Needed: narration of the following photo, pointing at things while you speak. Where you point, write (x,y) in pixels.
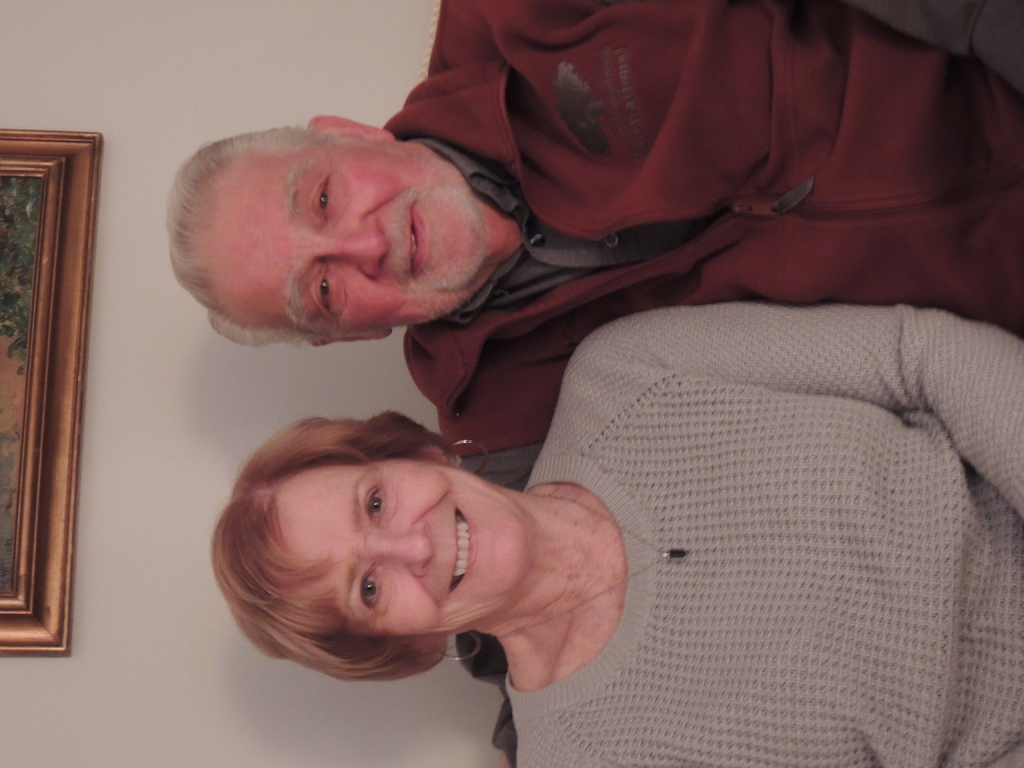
This picture is facing towards the left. In the picture, there is a woman (596,430) and a man (719,209). Woman (745,349) is wearing a grey sweater (737,445) and man (676,31) is wearing a maroon jacket (693,113). On the top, there is a wall (134,385) with a frame (70,435).
